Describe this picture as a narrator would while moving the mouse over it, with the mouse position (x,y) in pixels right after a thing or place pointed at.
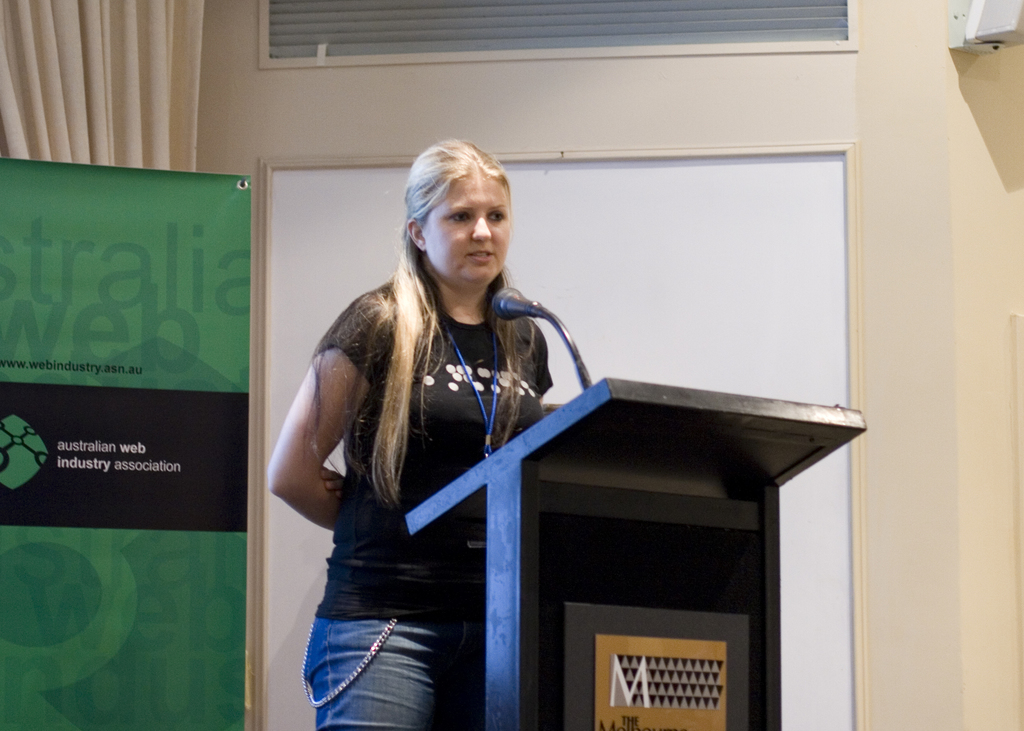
In this picture there is a girl (438,674) who is standing in the center of the image (482,283) and there is a mic (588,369) and a desk (617,486) in front of her, there is a poster (245,313) on the left side of the image (32,609) and there is curtain (173,46) in the top left side of the image (136,133).
